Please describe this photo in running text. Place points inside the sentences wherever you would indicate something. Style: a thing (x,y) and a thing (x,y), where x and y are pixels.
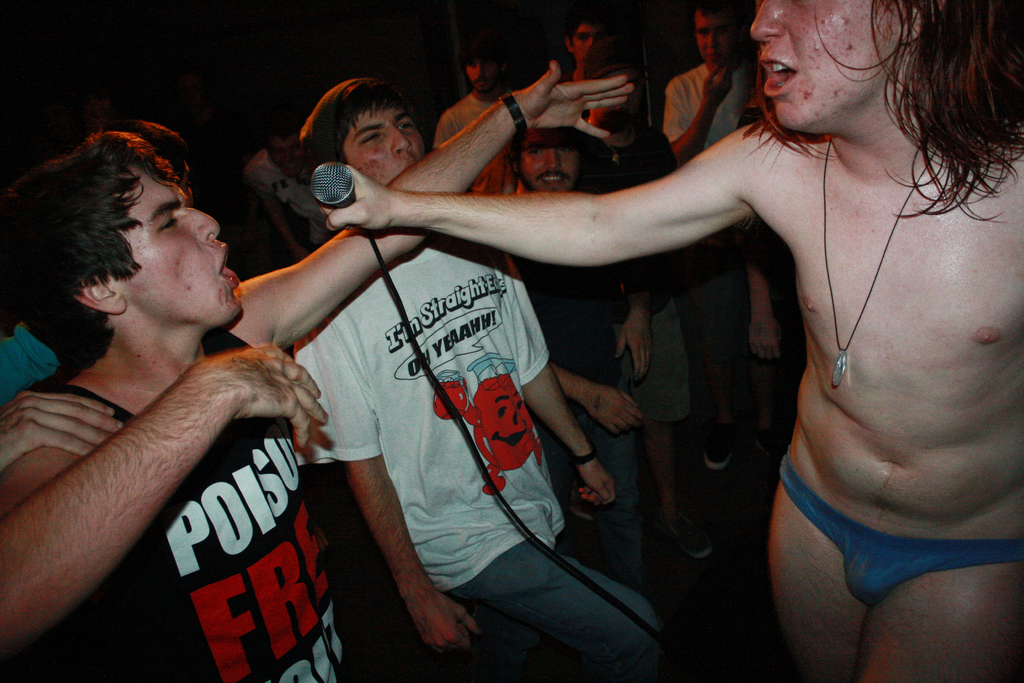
In this image we can see a group of people (974,361) standing. One person (905,127) is holding a microphone (342,201) with cable (519,528) in his hand (347,215).
